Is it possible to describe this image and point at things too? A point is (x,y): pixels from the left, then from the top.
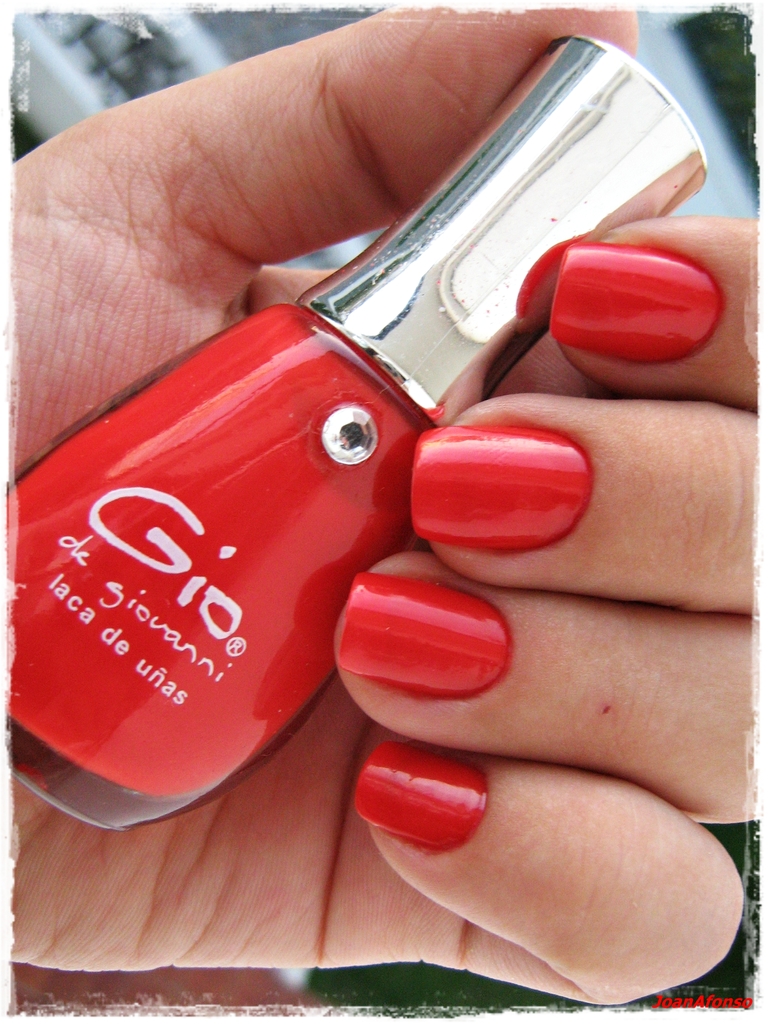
In this picture we can see a nail polish bottle (437,424) in a person's hand (420,563) and in the background (290,40) it is blurry.
